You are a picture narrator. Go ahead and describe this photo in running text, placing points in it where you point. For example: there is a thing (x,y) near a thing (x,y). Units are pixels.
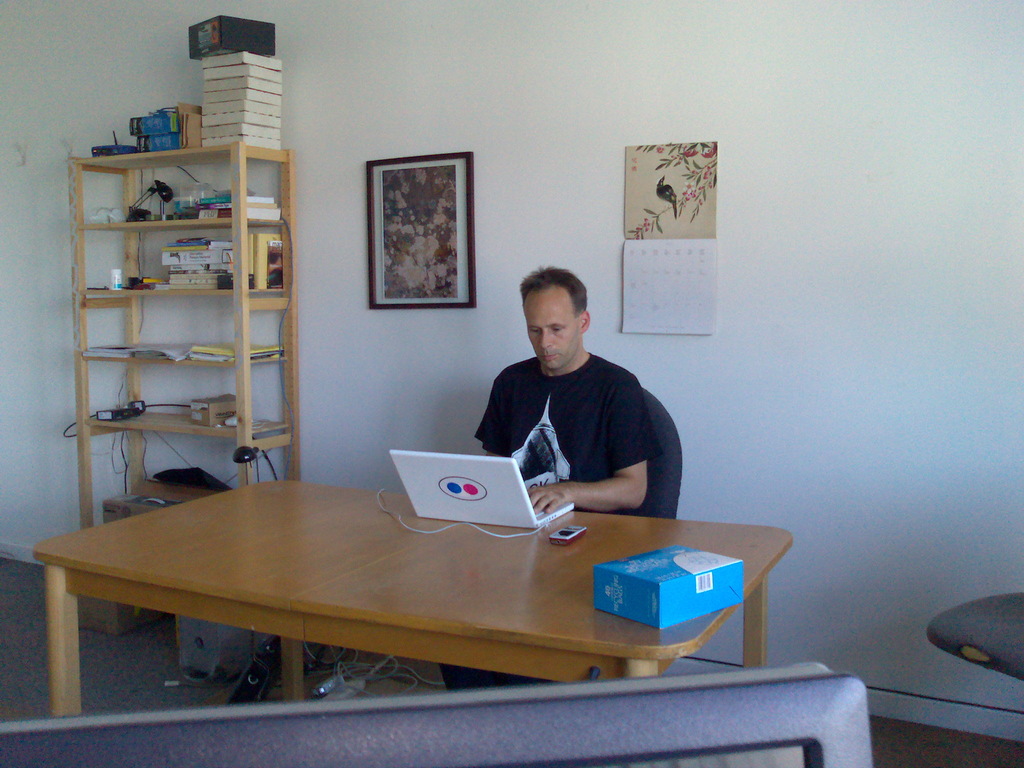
In this picture we can see man (638,440) sitting on chair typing on laptop (481,504) placed on table (442,561) along with mobile (575,529), box (609,611) and beside to him we have racks (152,417) with books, papers (157,353) on it, wall (201,382) with frame (404,189), calendar (683,266).
